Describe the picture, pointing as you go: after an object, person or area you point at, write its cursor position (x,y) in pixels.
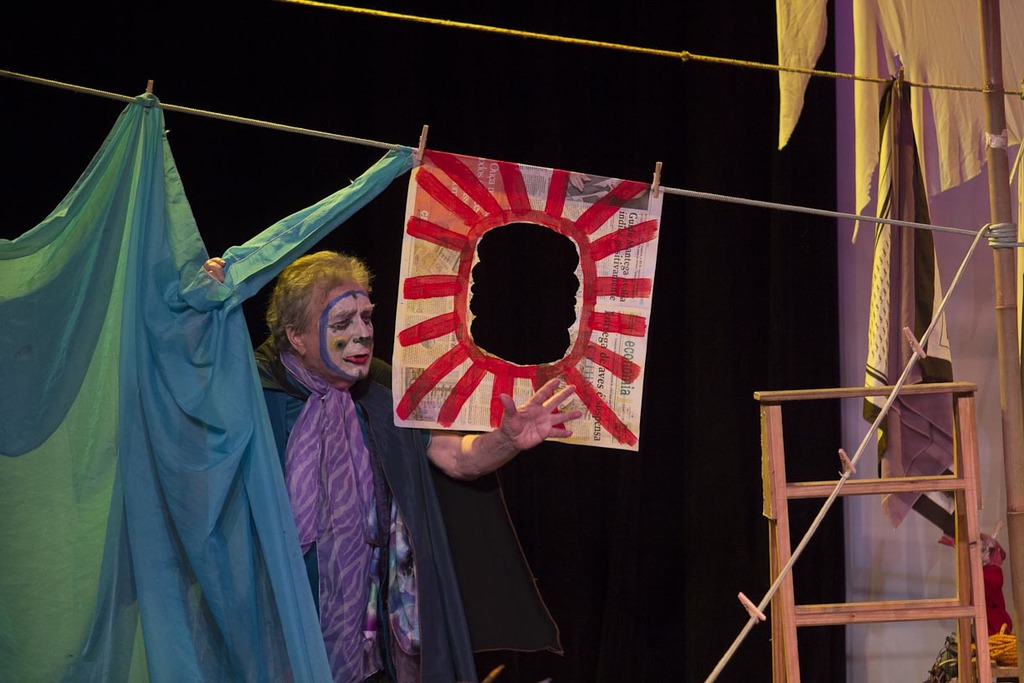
In this image I can see a person (355,500) standing and wearing different costume (339,490). I can see a red and white color paper (424,368) and blue cover (173,568) attached to the rope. Background (638,606) is in black color and I can see a ladder (779,573) and few objects (875,333).
